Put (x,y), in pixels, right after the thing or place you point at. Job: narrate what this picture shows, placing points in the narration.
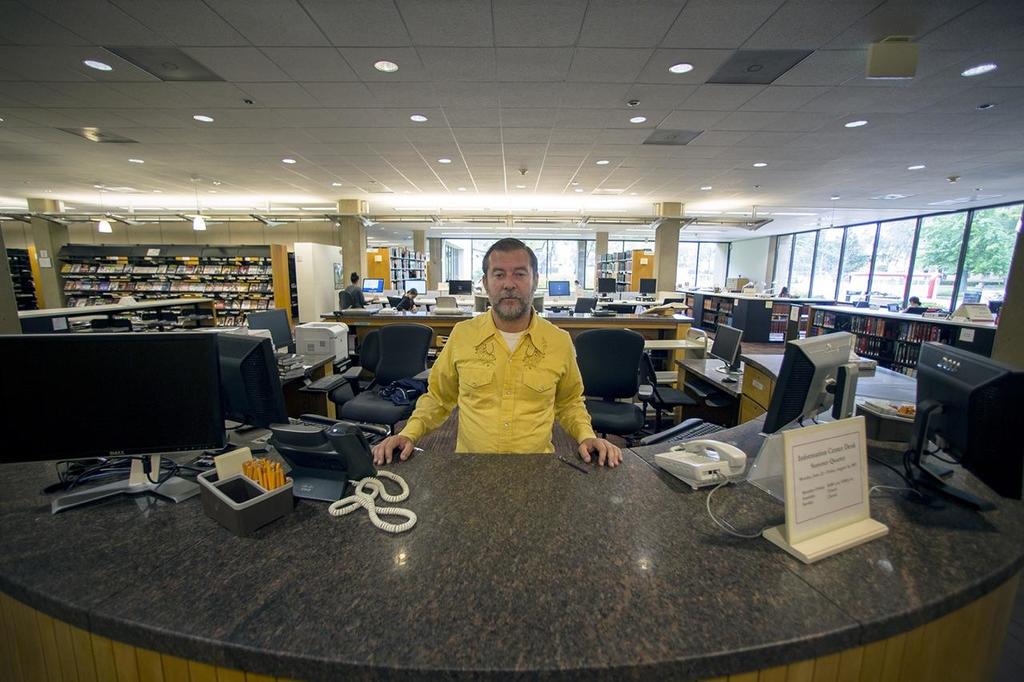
In this image there are persons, there are tables (445,585), there are objects (764,448) on the table (419,602), there are shelves (285,292), there are books (202,282) in the shelves (129,278), there are desktops (567,285) on the tables (452,318), there are chairs (604,381), there are objects (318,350) on the floor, there are windows (837,263), there are trees (927,241), there are pillars (665,258), there is the roof (351,159), there are lights (159,205).
